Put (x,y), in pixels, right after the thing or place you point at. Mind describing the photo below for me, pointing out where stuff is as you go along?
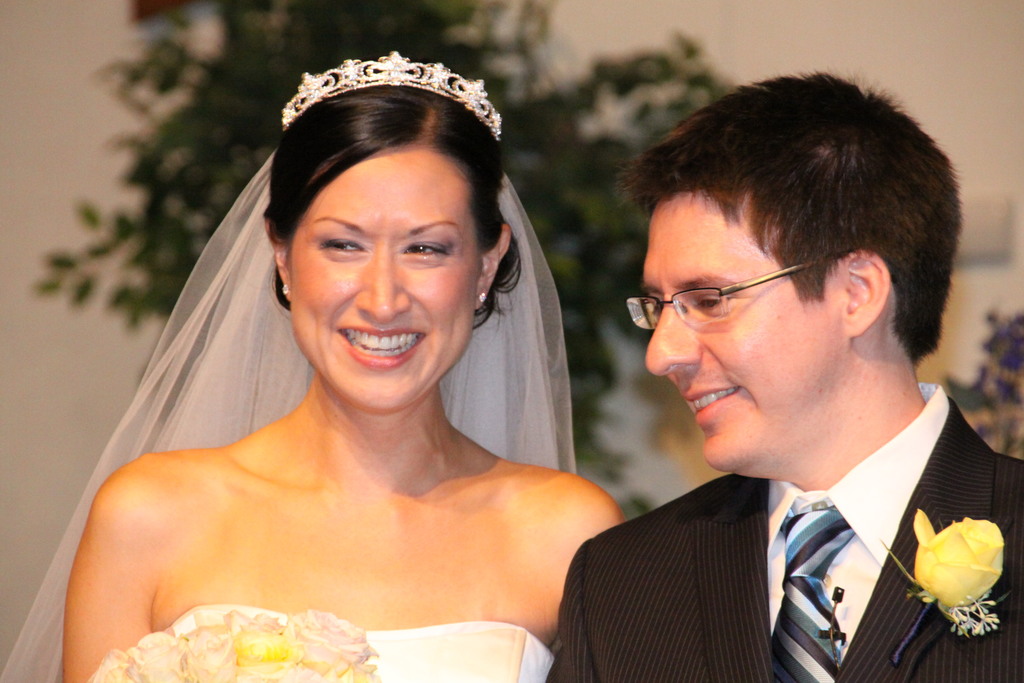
In the middle of the image (406,404) two persons (273,540) are standing and smiling. Behind them we can see some plants (1021,436) and wall (599,32).
